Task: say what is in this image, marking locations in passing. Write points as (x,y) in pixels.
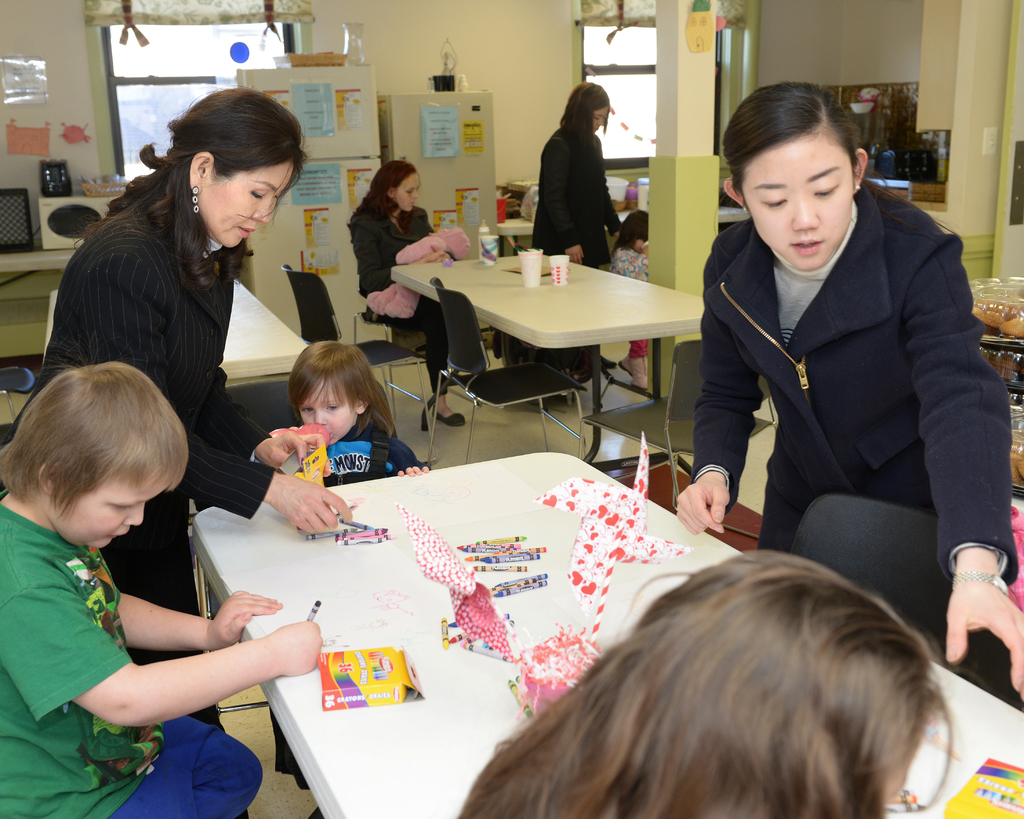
In this picture we can see some people (788,501) are standing on the path (581,415) and some people (343,419) are sitting on the chairs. In front of the people (174,521) there are tables (370,723) and the table (381,727) there are drawing pencils (513,561), cups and other object (430,557). A woman (399,220) is holding a baby (421,248). Behind the people (318,509) there is a pole (670,119), some objects (320,99) and a wall (500,89) with windows (625,79).
